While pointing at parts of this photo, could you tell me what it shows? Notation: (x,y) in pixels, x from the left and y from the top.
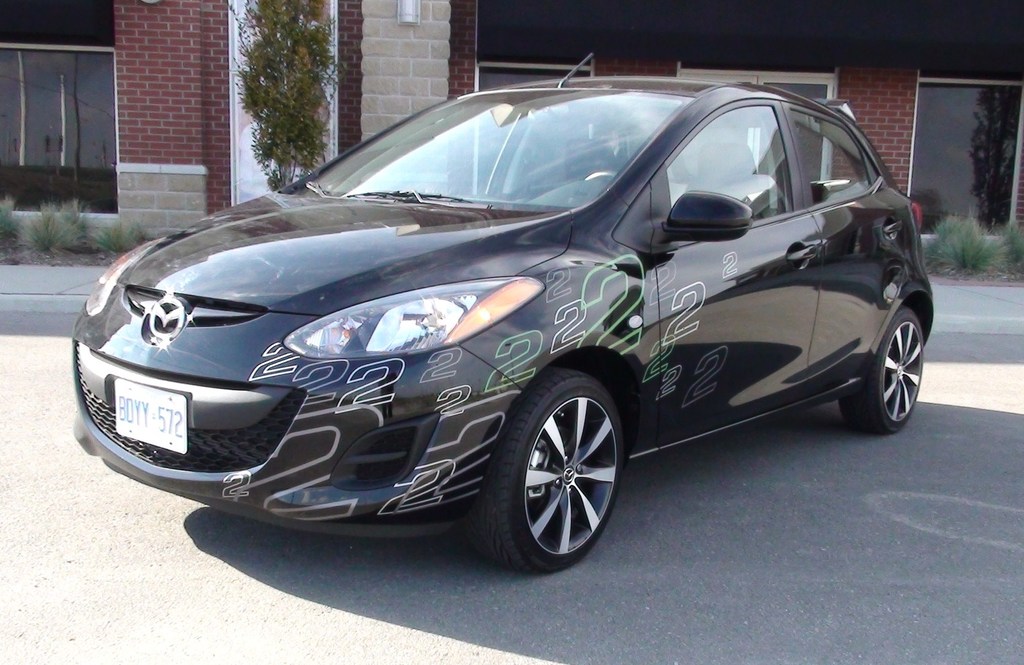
This picture shows a black car (328,307) and we see buildings (971,178) and a tree (275,131) and few plants (119,230) and glass Windows (63,202).
